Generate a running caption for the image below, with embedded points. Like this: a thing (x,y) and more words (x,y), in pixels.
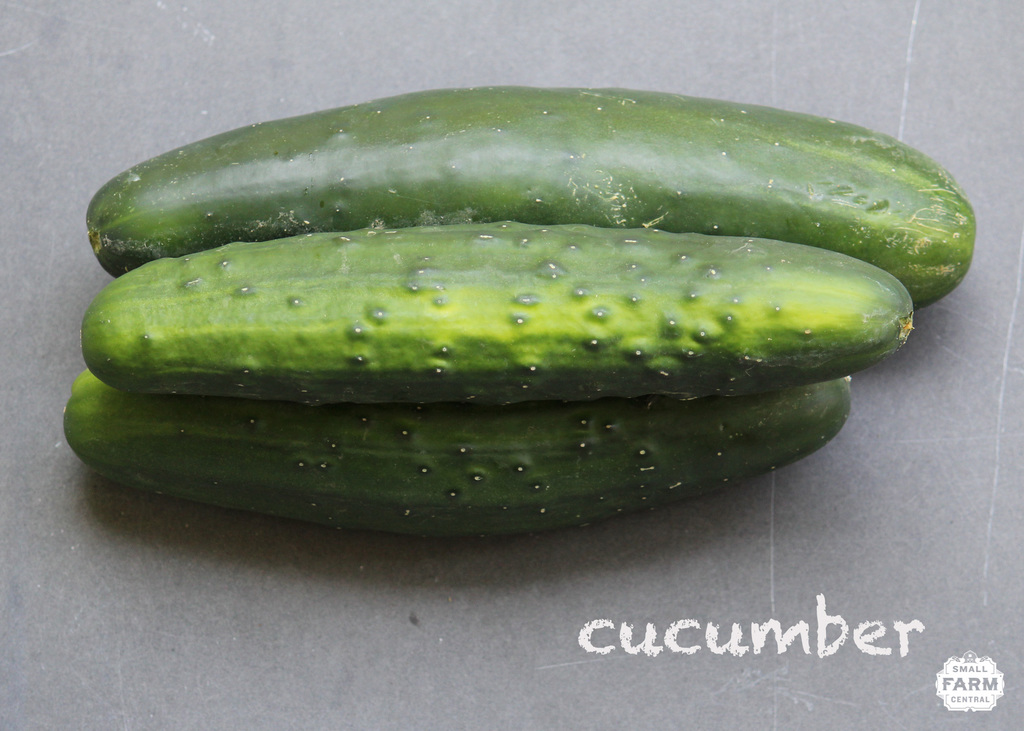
In this picture we can see three cucumbers (115,381) placed on a platform (492,582).
